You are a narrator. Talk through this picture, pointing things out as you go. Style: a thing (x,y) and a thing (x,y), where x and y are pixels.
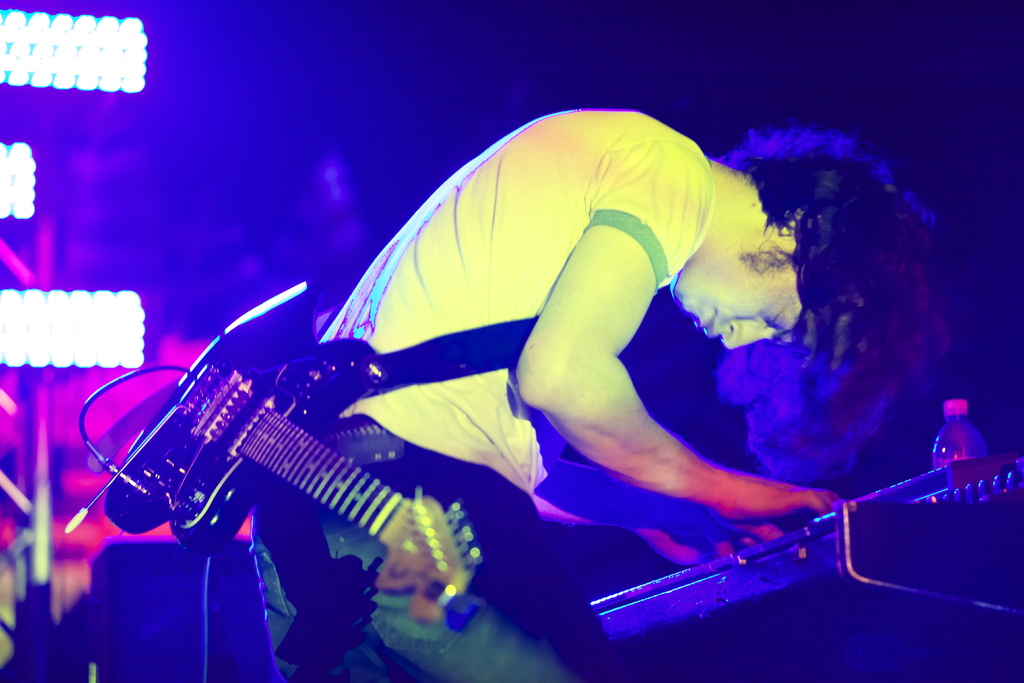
In this image I see a man (548,662) who is carrying a guitar (212,345) and he is playing a keyboard (880,528) and there is a bottle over here. In the background (1,146) I see the lights (6,57).
